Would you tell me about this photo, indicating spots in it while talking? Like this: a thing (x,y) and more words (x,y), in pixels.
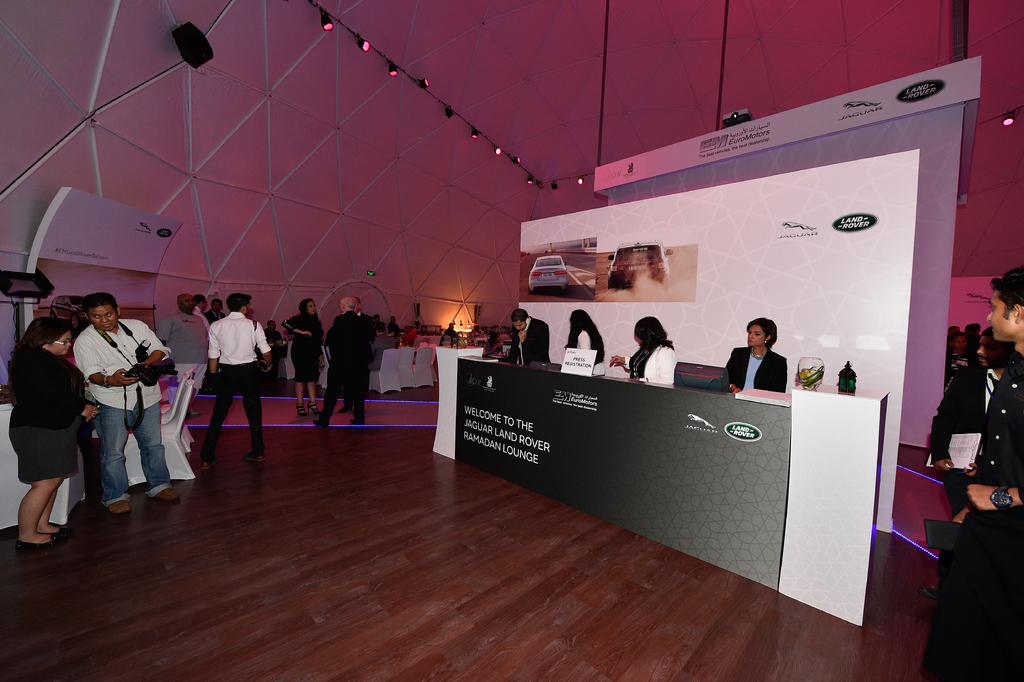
The picture is taken in a hall (483,276). There are many people (102,401) in the hall (919,420). Few people (749,372) are sitting on the chairs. In front of them on a table (672,382) there are papers (567,357), screens (709,381). In the background (608,309) there is a banner (816,191), a screen (680,259). On the roof (289,167) there are lights (429,85). Here there are chairs (388,358).
